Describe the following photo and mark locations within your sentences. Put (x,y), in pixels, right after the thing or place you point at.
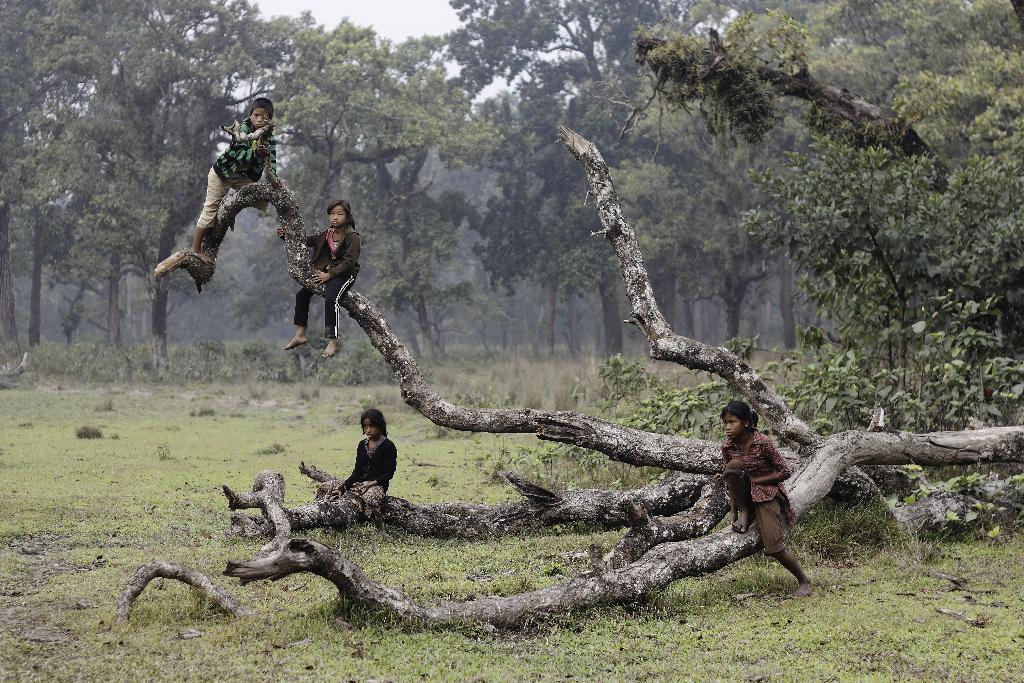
In this picture I can see the branches (763,383) of a tree (534,488) in front (745,383) and I see 4 children (295,344) on it and I can see the grass (525,472). In the middle of this picture (539,362) I can see the plants (811,233) and number of trees (485,249) and I can see the sky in the background (376,30).
